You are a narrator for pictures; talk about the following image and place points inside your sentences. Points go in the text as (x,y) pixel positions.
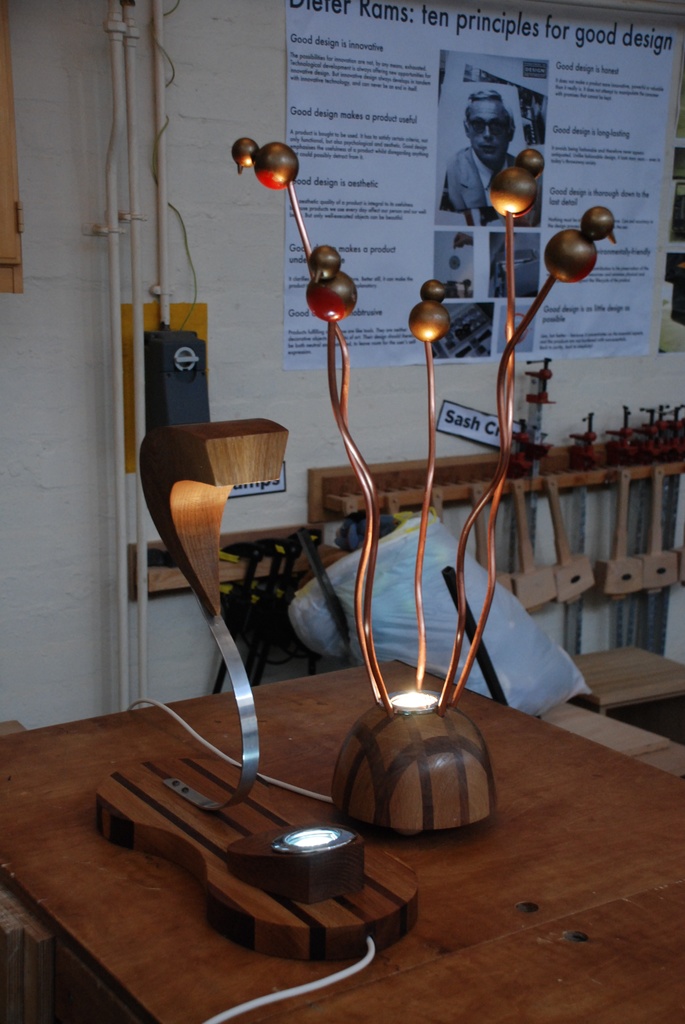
In this picture we can see two objects (201,858) on a table (293,679), plastic cover (400,643), posters (567,308) on the wall (250,256), pipes (133,156) and some objects (486,434).
